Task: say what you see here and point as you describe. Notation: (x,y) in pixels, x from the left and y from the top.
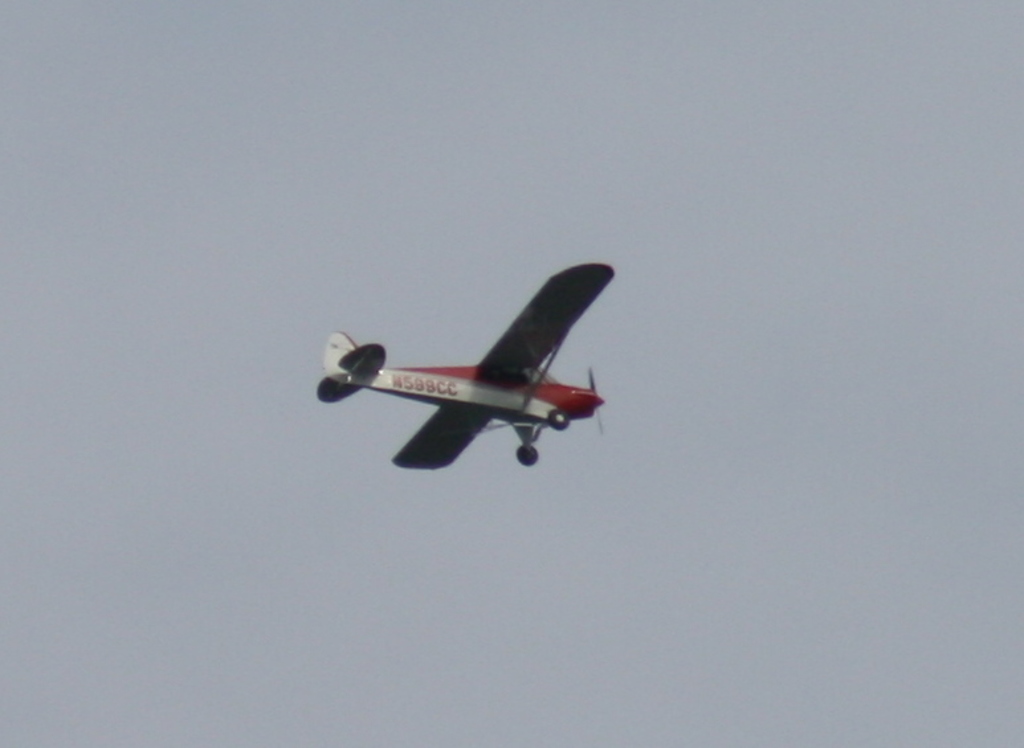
In this image there is an airplane (508,403) in the sky (382,403).
